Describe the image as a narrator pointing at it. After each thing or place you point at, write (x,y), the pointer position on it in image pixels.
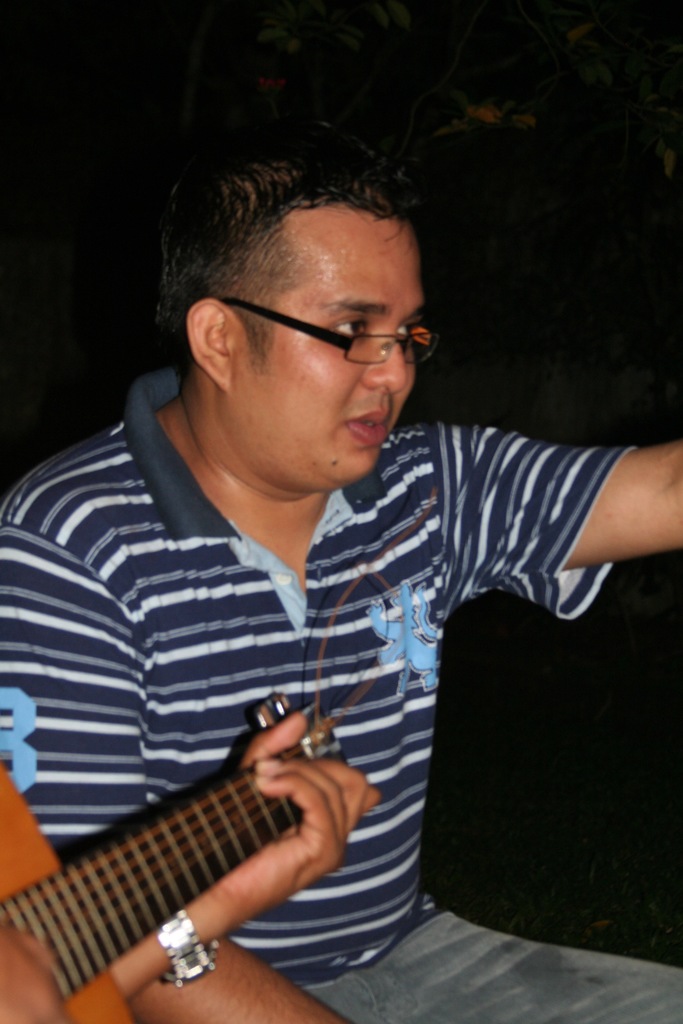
In this image there is one man (315,588) who is sitting and he is wearing a blue shirt (186,596) and he is also wearing spectacles (328,336) and he is raising his hand (596,511). Beside that person (607,511) another person (262,774) is sitting and he is holding a guitar (175,887) and he is wearing a watch (177,936).
